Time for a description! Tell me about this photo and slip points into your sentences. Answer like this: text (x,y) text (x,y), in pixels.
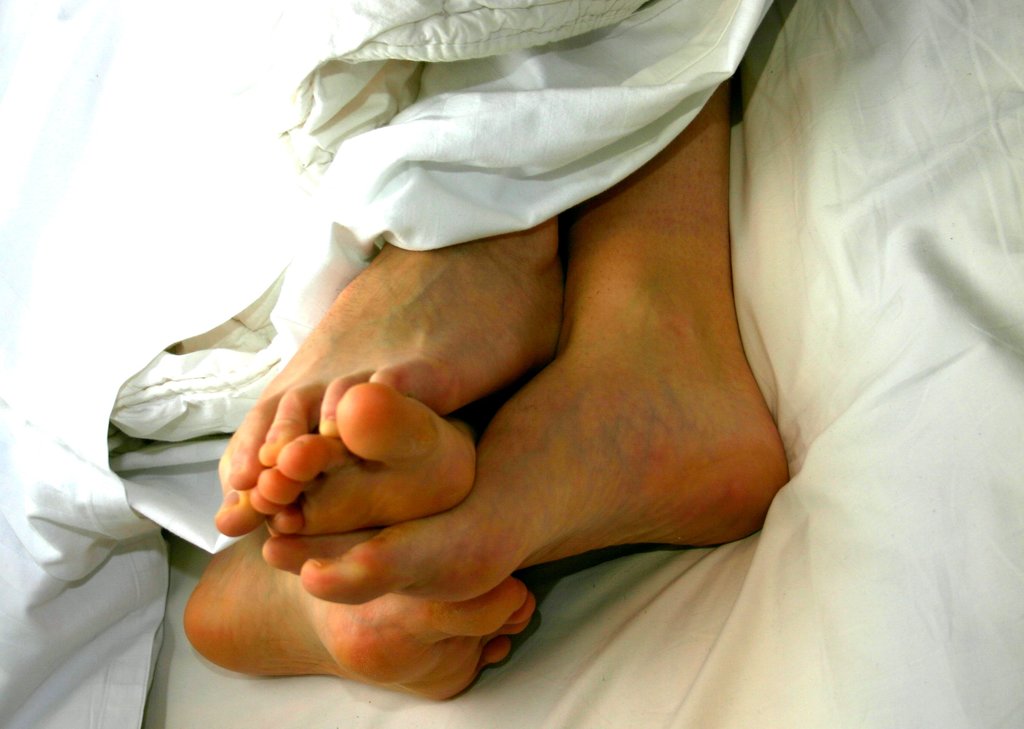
In this image I can see person's legs (486,388). I can also see white color clothes (401,141).
